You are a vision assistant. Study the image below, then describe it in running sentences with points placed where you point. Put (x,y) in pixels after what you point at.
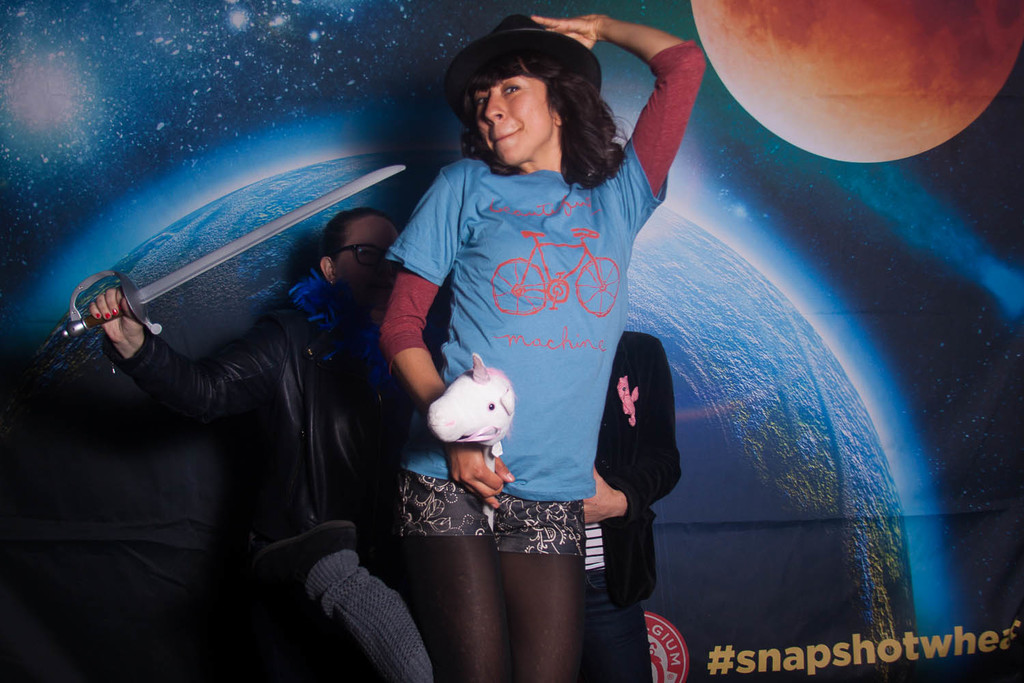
In this picture I can see three persons (452,350), one person (518,337) in the middle (525,241) holding the toy (485,440) and the left side person (269,334) holding a sword (117,273), and in the background (294,133) there is a wall poster (416,133).
